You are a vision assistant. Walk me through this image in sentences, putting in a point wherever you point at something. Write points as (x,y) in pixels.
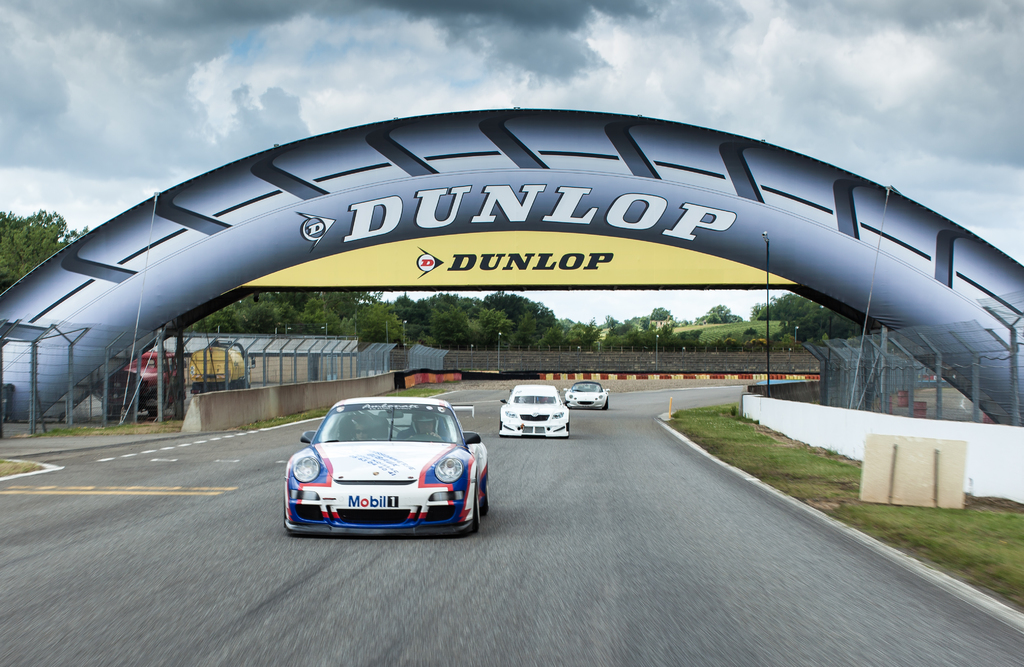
In this image we can see a few vehicles (424,463), among them, some vehicles (431,453) are on the road (505,443), also we can see an arch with some text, there are trees (541,337), poles (158,390), lights (445,462), fence (122,399), walls (829,434), grass (767,462) and a board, in the background (672,43), we can see the sky (672,43) with clouds (698,24).
